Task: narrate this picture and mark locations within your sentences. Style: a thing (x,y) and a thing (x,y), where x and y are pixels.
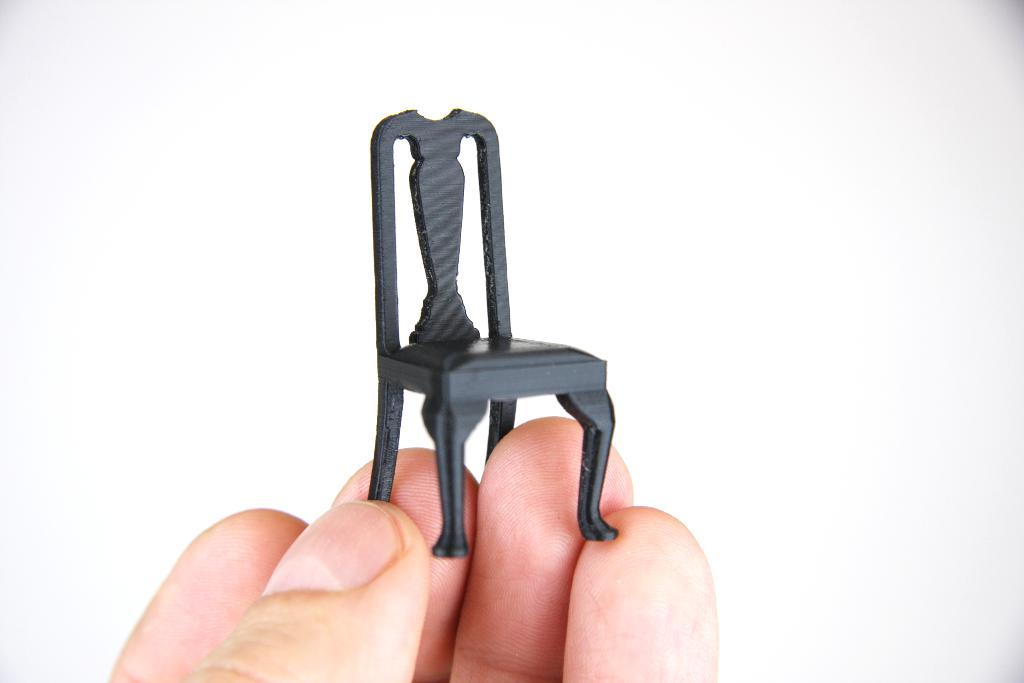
In this image there are fingers (450,580) of a person (501,580). The fingers (495,534) are holding a miniature art (507,389) of a chair (465,352). The background (91,162) is white.
